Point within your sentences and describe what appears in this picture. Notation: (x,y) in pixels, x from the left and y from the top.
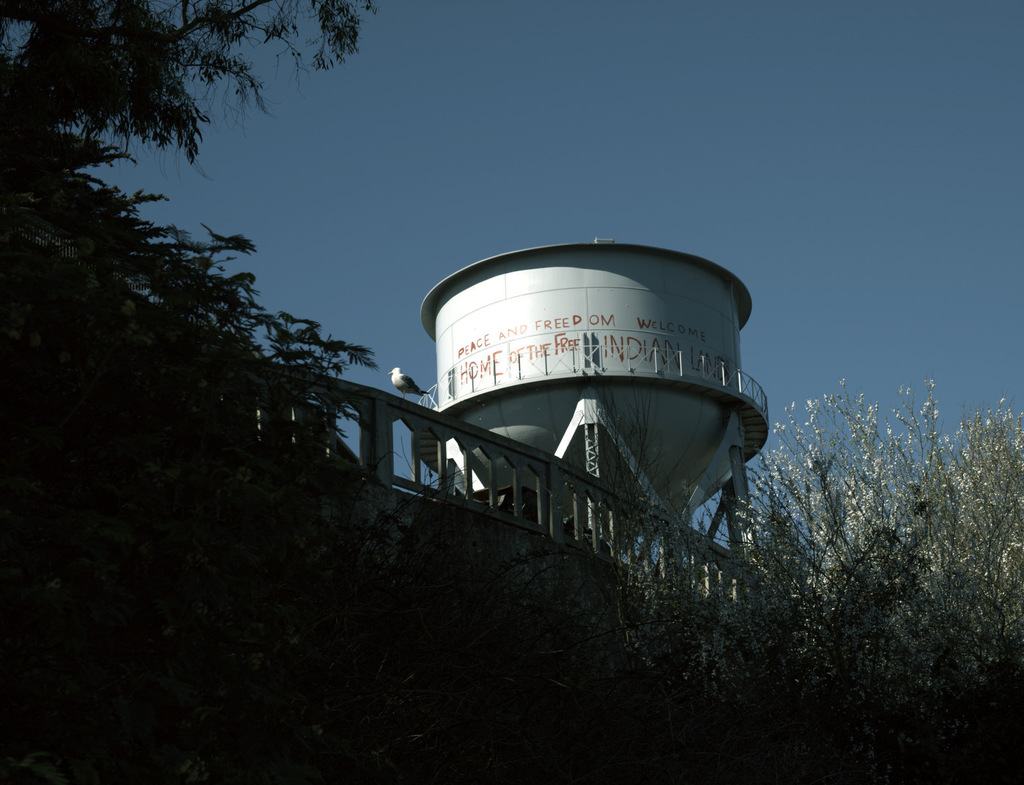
In this image we can see a water tank (554,406). We can also see a bird (404,384) on a fence (365,429), a group of trees (334,525) and the sky (487,205).
